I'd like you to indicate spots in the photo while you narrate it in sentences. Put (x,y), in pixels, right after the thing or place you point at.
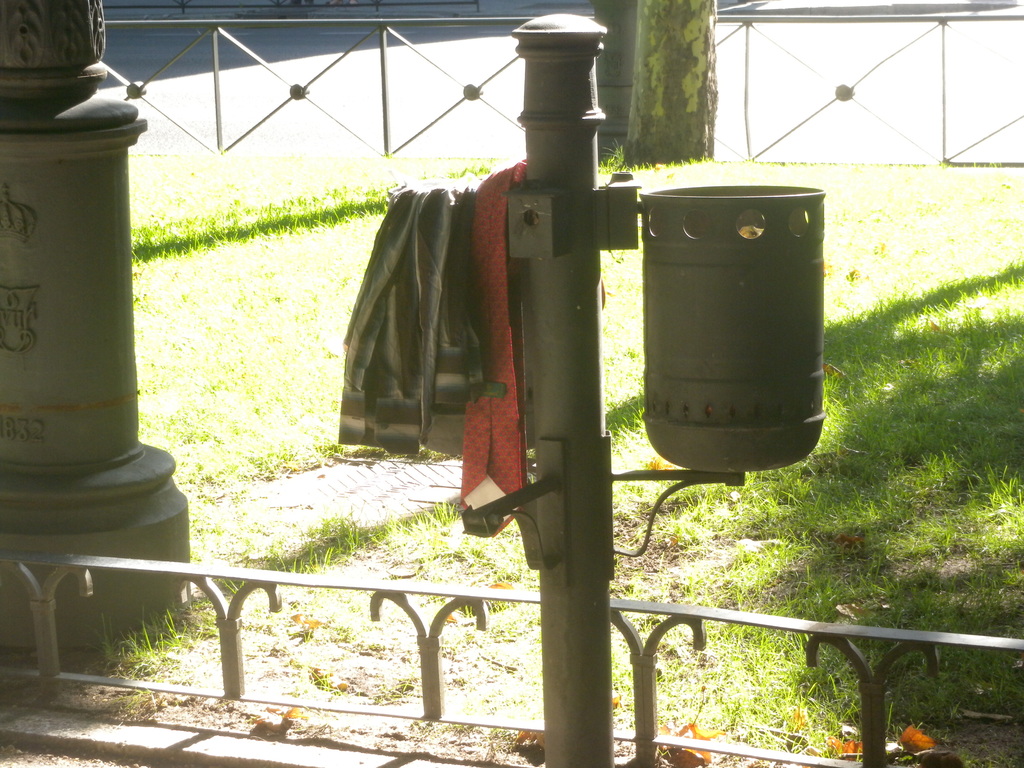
In this image, we can see a pole (562,371) and some object (708,304). Here we can see some cloth (464,365) and tie (492,327) is placed on the pole (543,267). At the bottom (436,590) and top of the image (466,84), we can see grills (958,165). Background (898,385) we can see grass (945,520). Left side of the image (0,373), we can see a pillar (90,447).
